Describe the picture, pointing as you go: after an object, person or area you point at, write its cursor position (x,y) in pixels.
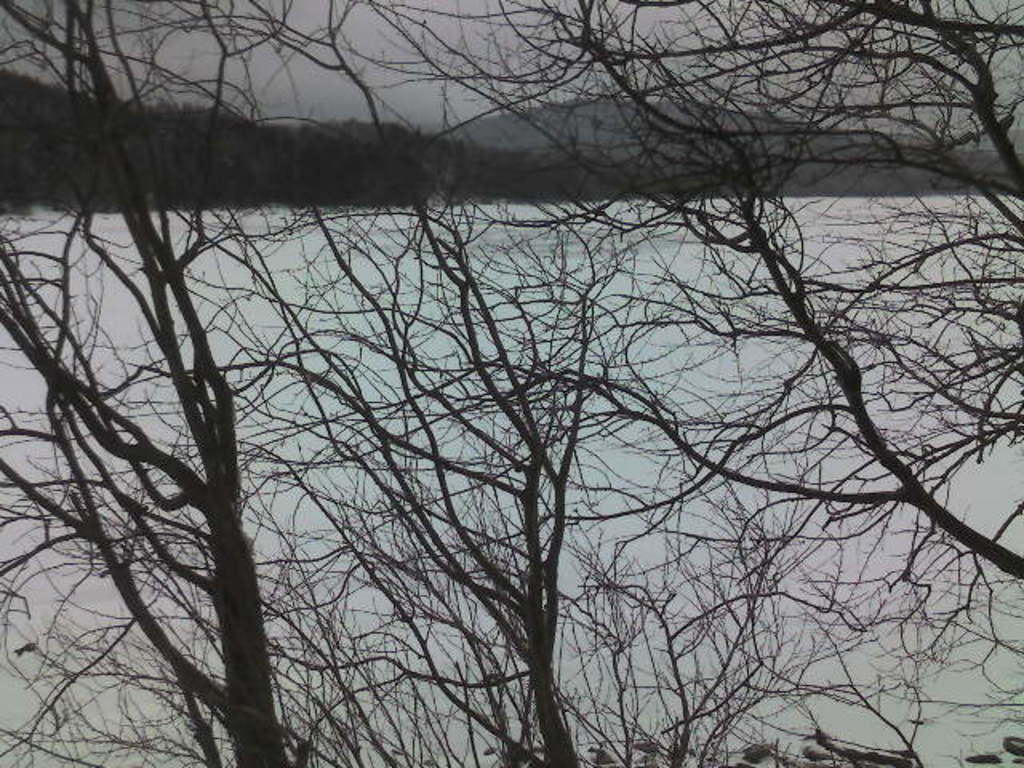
In this picture we can see some trees (587,308) here, at the bottom (813,647) there is snow (758,373), we can see sky (369,50) at the top of the picture (369,46).
